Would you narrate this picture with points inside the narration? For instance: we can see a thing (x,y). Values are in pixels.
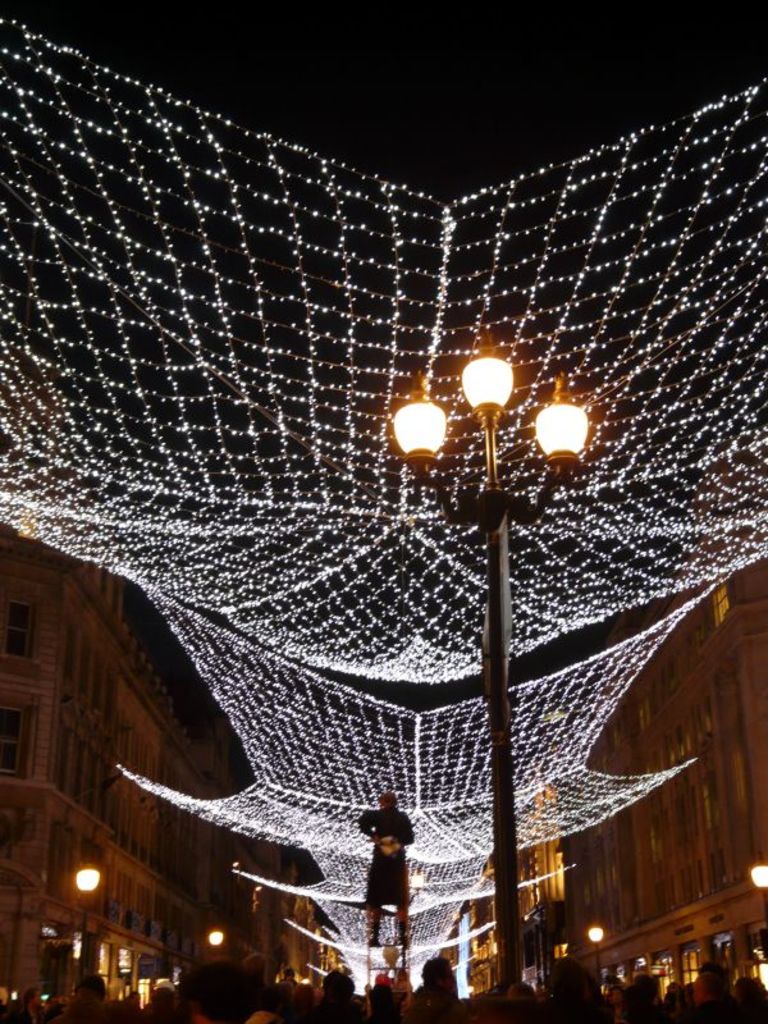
At the bottom of the image (424,984) there are few people (435,978) standing and also there is a pole (503,495) with lamps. Above them there are lightings (430,920). In the middle of the image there is a person (399,890) standing. At the left (101,790) and right corner of the image (637,811) there are buildings (654,821) with walls (23,693) and windows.
